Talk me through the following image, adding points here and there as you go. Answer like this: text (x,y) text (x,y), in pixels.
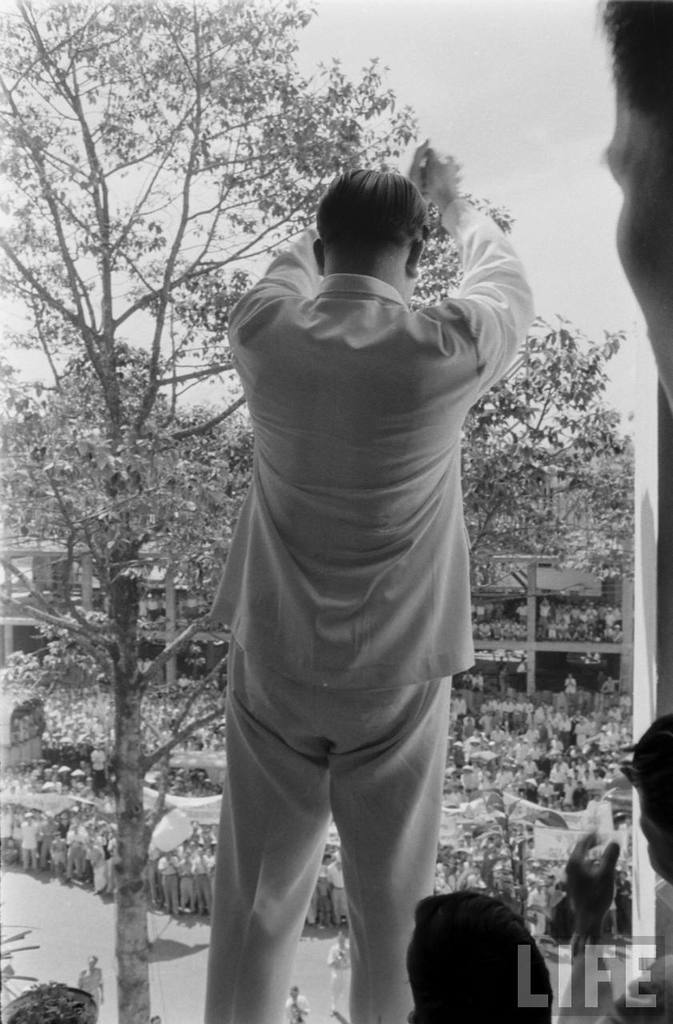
In this picture we can see group of people (470,571), in the background (138,523) we can see few trees (135,526) and a building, in the bottom right hand corner (596,970) we can find some text (592,969) and it is a black and white photography.
